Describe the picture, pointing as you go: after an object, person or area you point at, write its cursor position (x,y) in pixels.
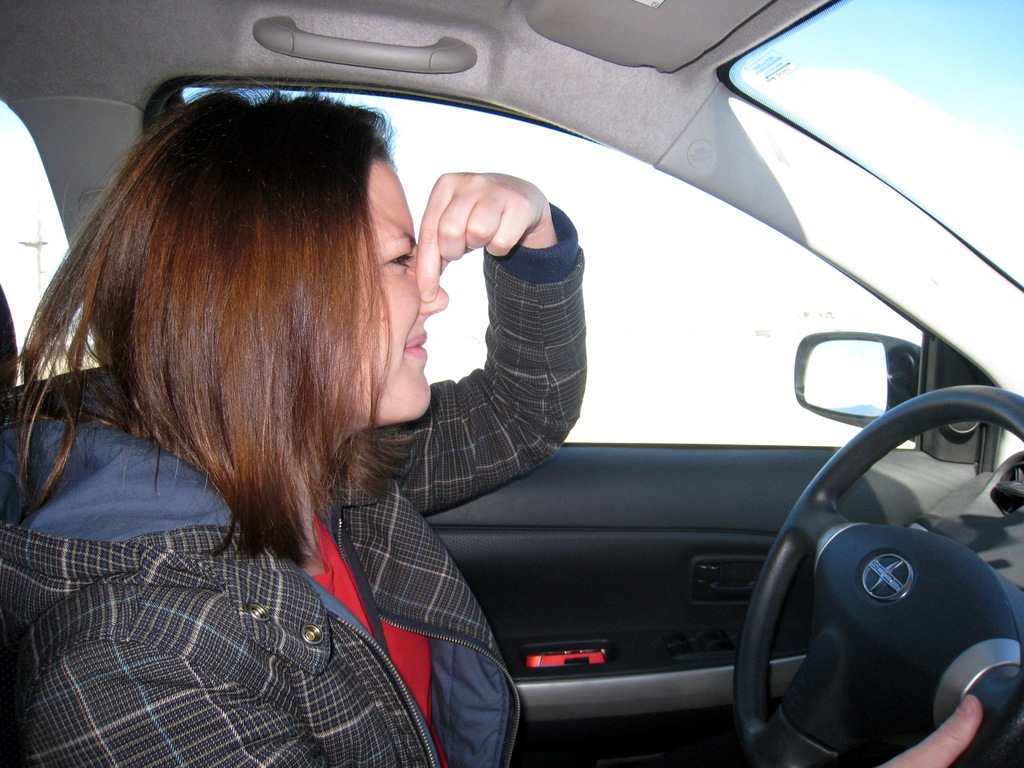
Woman (261,672) driving car (769,206).
